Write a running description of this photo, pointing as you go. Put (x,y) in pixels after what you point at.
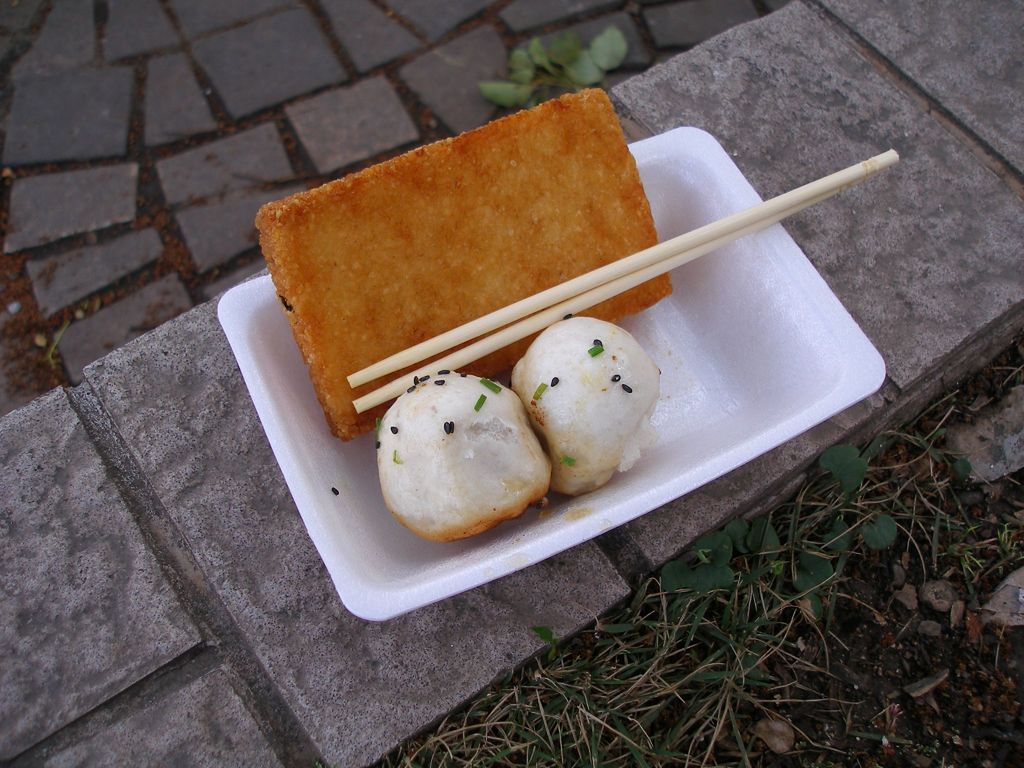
In this picture we can see plants (701,564), stones (993,616) and a white bowl (610,516) with food items (449,247), chopsticks (640,264) in it and this bowl (754,430) is placed on a surface (179,666).
